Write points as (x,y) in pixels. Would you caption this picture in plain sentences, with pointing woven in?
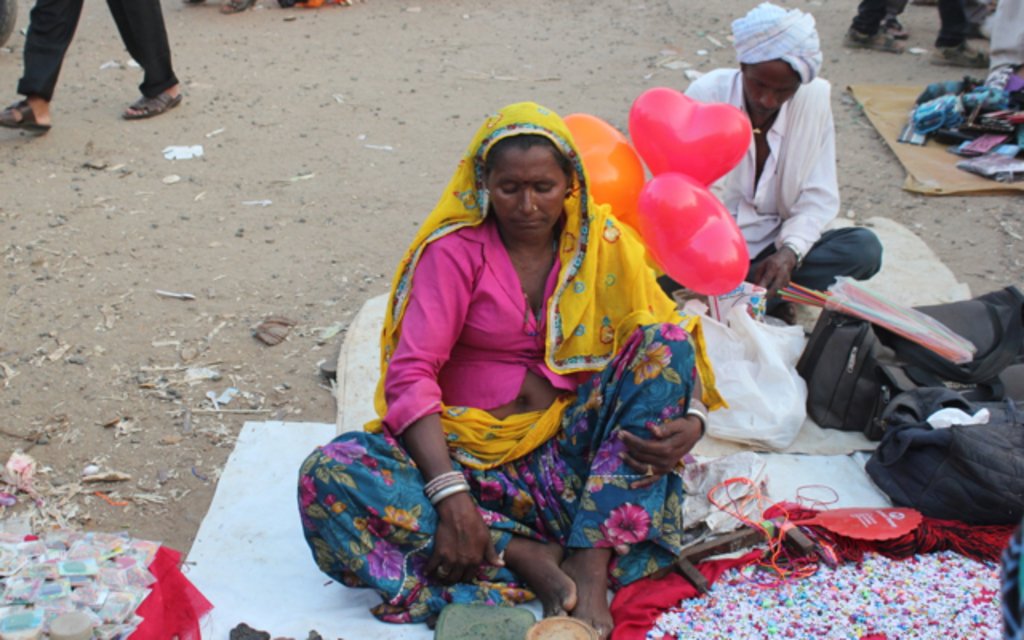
In this image, we can see people (593,361) sitting on the mat (272,622) and there are dice (719,600), boxes (463,613), threads (782,531), bags (823,334), covers (775,334), balloons (724,268), stickers (69,586) and some other objects (938,111). In the background (159,68), we can see some other people (863,6) and there is ground (266,230).
